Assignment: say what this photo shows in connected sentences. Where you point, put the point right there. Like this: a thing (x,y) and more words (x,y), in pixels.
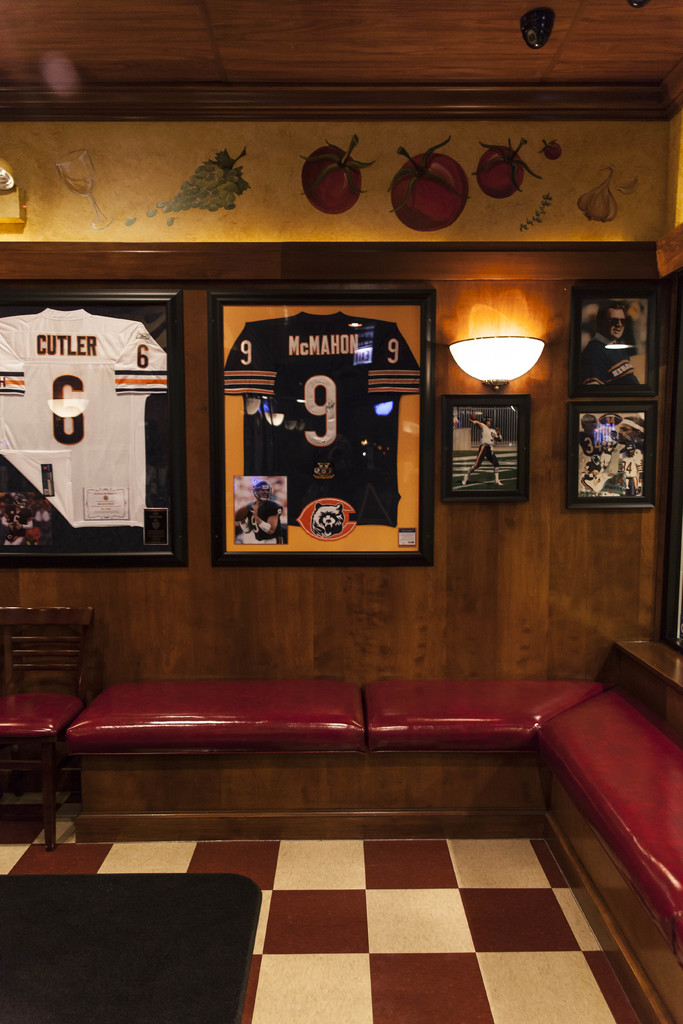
In this image I see a room (56,20) in which there is a floor (431,866), a chair (1,700) and few sofas (634,700). In the background (468,420) I see 2 frames (419,426) of t-shirts (324,340) and 3 photo frames (586,298), a light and few vegetables art (178,203) and a glass art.
